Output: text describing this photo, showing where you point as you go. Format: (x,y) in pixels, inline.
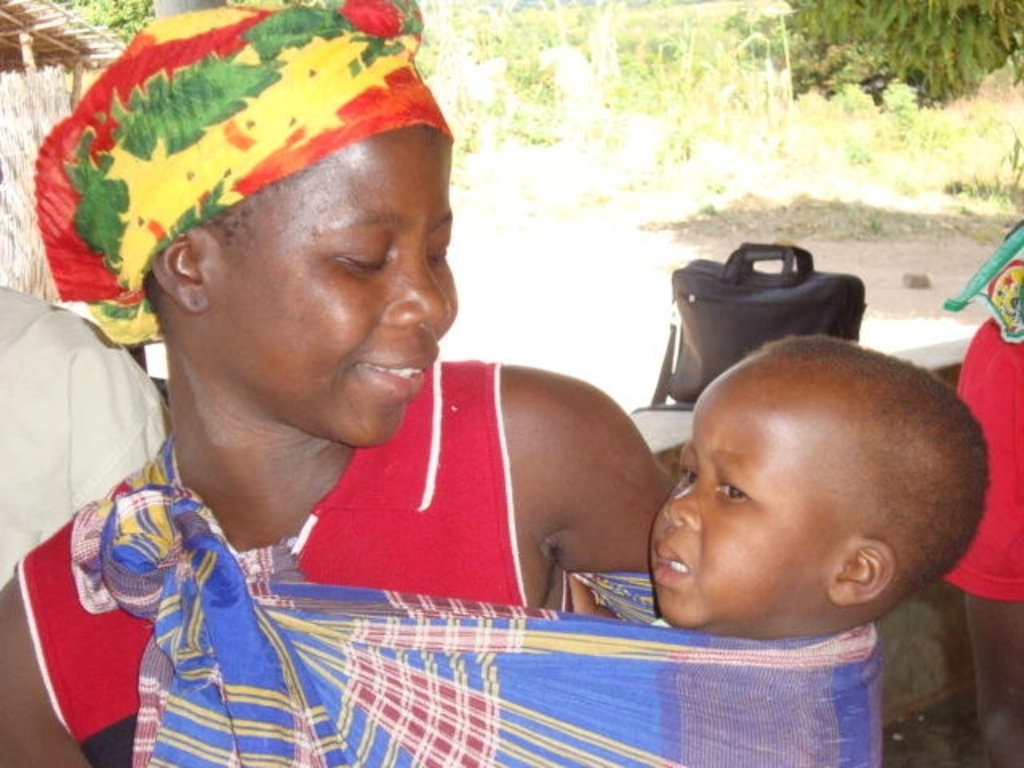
In this image on the left side (301,285) we can see a woman (375,341) and she is carrying a kid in a cloth (293,545) which is tied to her shoulder (84,571). In the background (144,451) we can see a bag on a platform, plants (119,34), two persons shoulders (57,435) and other objects (31,69).
